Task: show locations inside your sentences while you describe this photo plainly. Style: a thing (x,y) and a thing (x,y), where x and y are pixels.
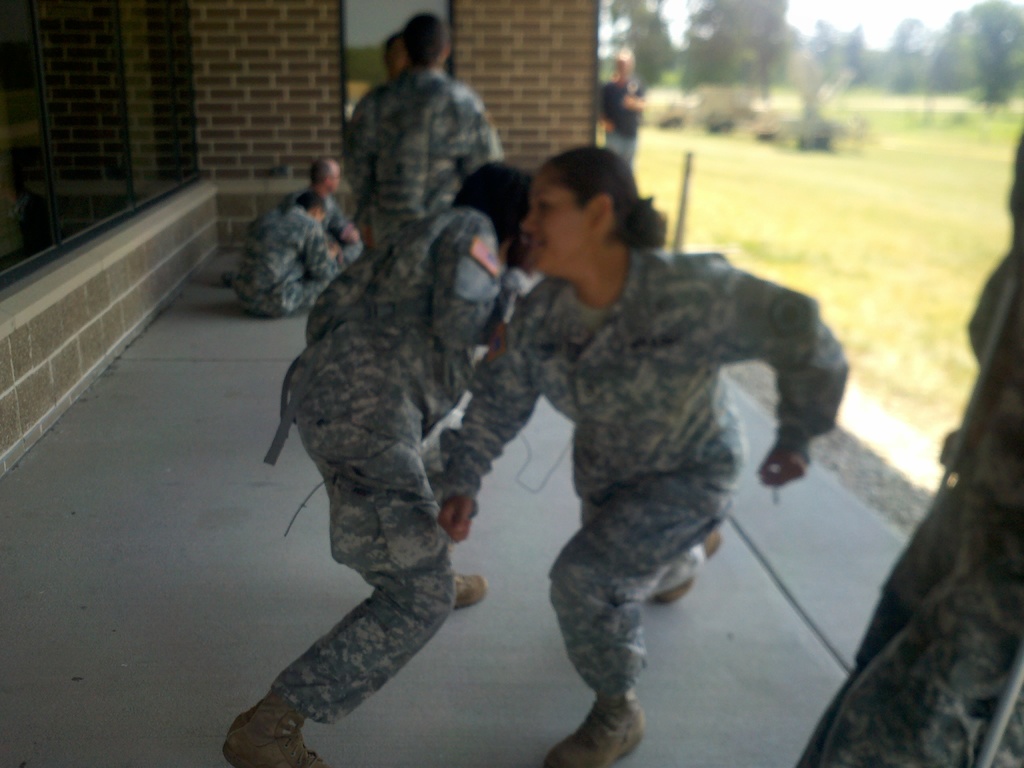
In this image we can see a group of people (339,185) wearing military uniform (495,282), and a few among them are sitting on the ground (94,468), behind them there is a wall (532,140), on the right side of the image (995,54) we can see some trees (701,30) and plants (1009,125).
